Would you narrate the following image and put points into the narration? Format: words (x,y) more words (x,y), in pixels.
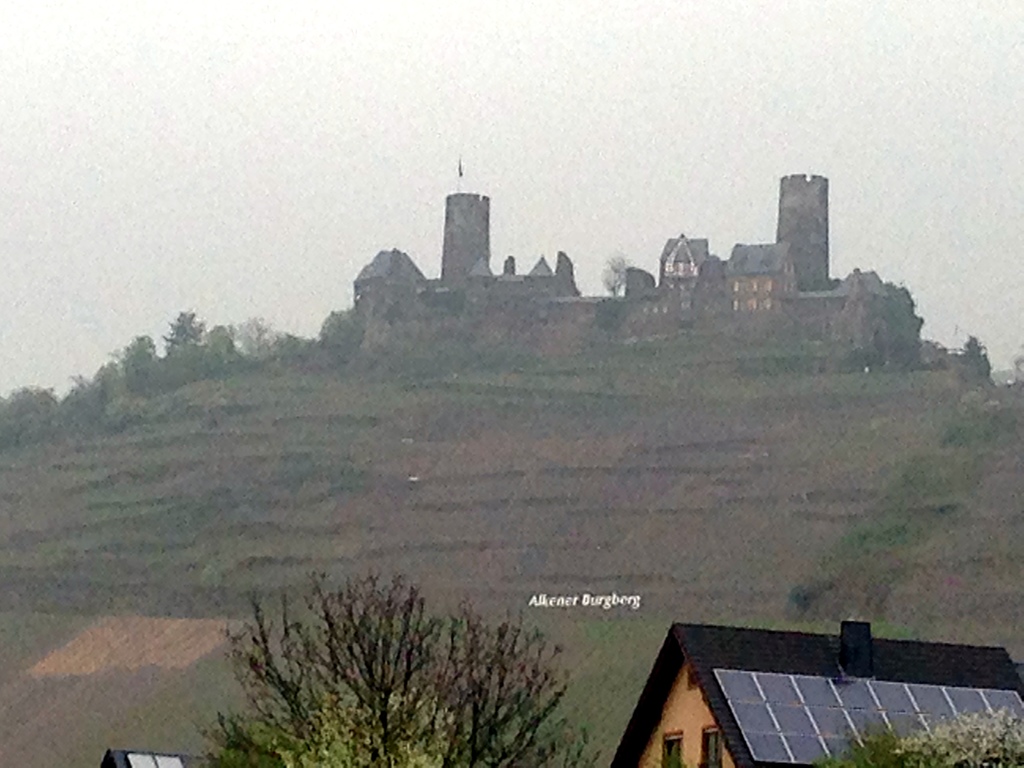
In this image we can see trees (506,729), wooden house (815,677), hills (951,500), a few more buildings (601,330) and some text (590,603) here and sky (392,147) in the background (378,177).
